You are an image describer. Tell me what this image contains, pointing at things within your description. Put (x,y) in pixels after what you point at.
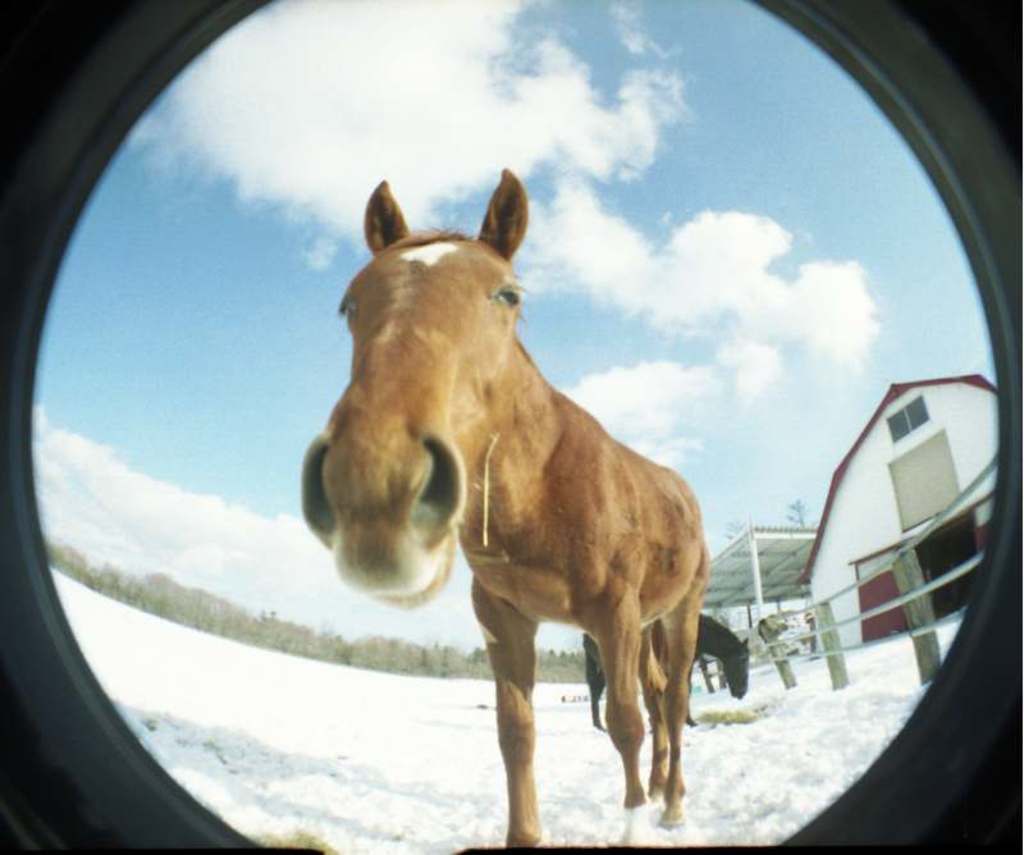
It looks like an edited image. There are two horses (652,589) standing on the snow (390,769). On the right side of the image (867,561), there is a shed (768,573), house (865,527) and a fence (828,634). In the background (276,626), there are trees (156,592) and the sky (588,34).
